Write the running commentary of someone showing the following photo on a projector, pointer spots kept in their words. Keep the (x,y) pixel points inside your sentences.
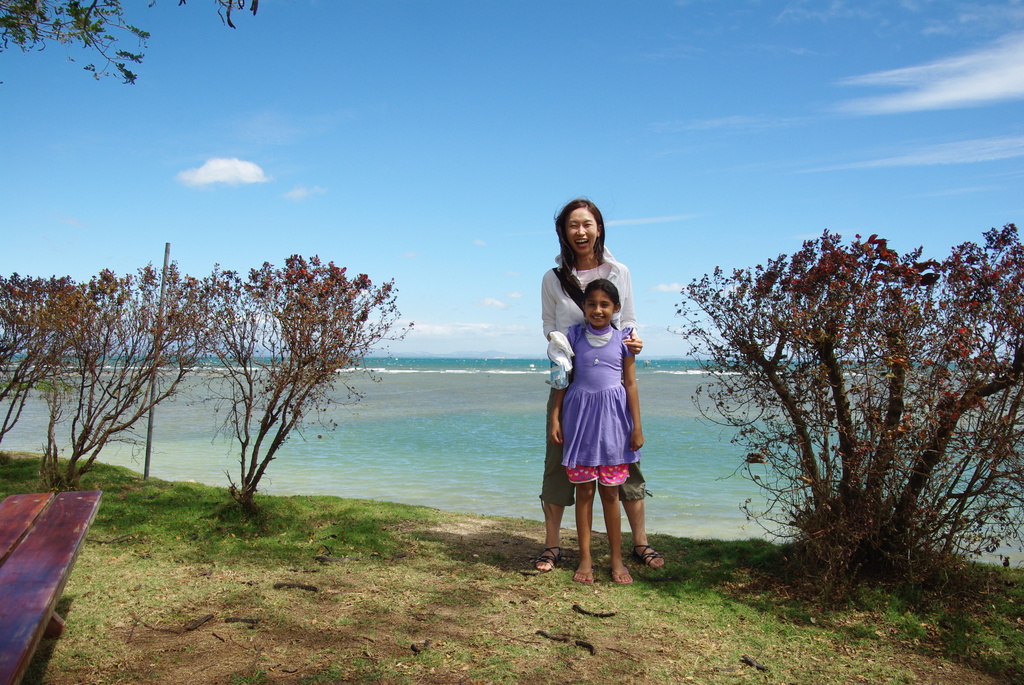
In this picture we can see a woman (627,319) and a girl (606,282) standing on the ground (474,572) and smiling, trees (67,488), bench (77,499), grass (228,538), water (472,457) and in the background (374,164) we can see the sky (519,144) with clouds (886,164).
